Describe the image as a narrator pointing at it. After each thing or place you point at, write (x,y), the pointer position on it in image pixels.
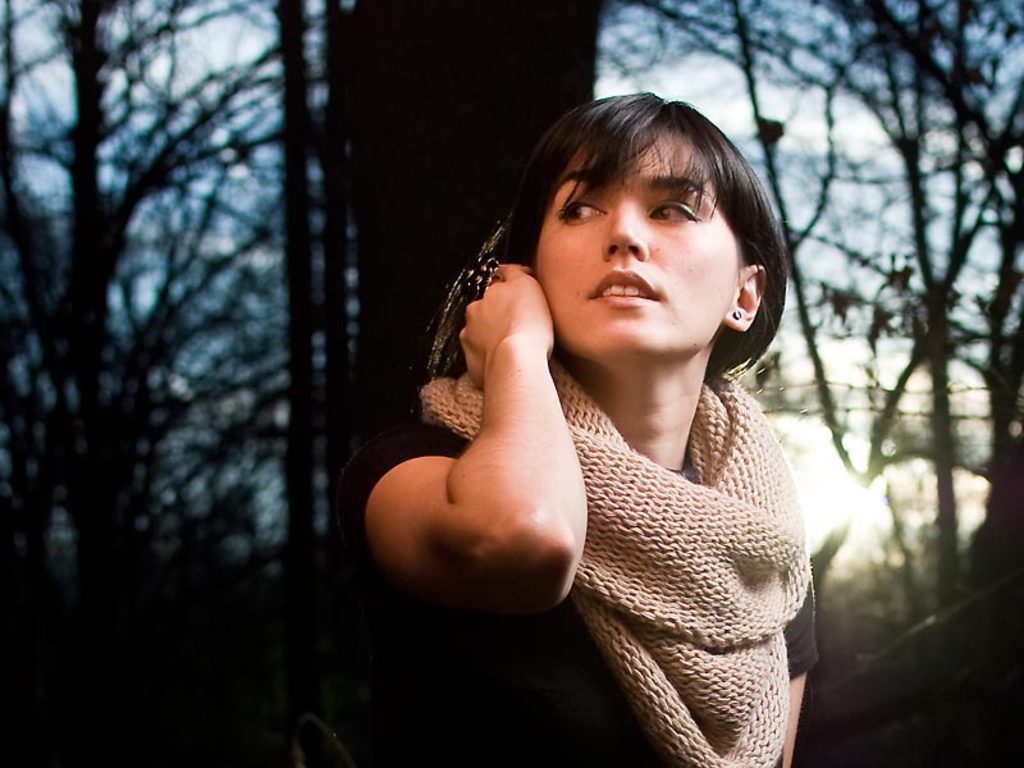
In the middle of this image (494,500), there is a woman (669,443) having a scarf (574,383), smiling and watching something. In the background (526,68), there are trees (374,194), light (830,459) and there are clouds (241,22) in the sky (237,40).
